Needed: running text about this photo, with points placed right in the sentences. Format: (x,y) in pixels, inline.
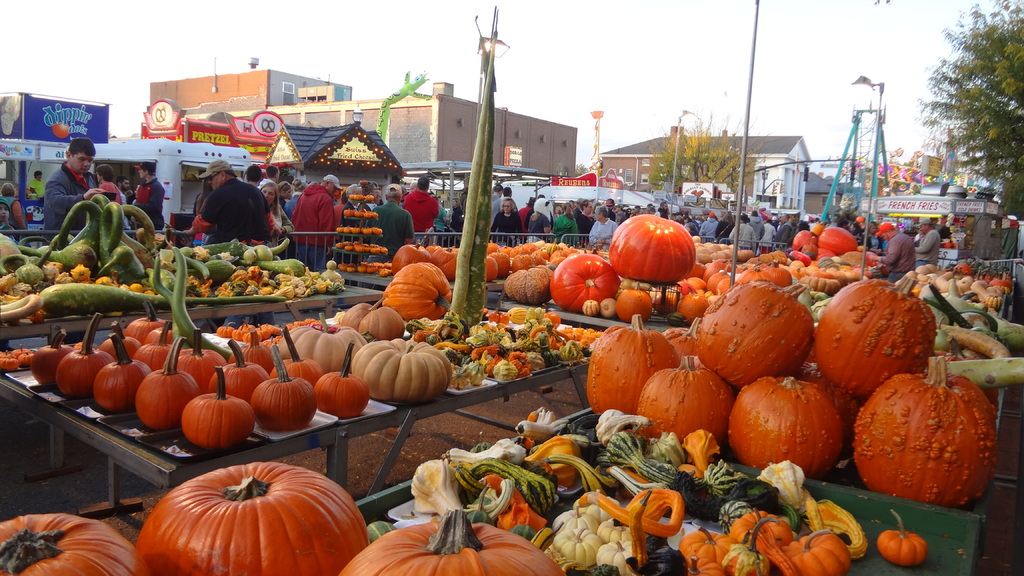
In this picture there are pumpkins (665,275) and vegetables (928,288) on the tables (658,314). At the back (249,190) there are group of people (520,210) behind the railing (230,239) and there are buildings (390,176) and trees (721,153) and poles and there are boards (257,147) on the buildings (294,171) and there is text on the boards (916,197). At the top (548,42) there is sky (569,38). At the bottom (354,451) there is a road (387,446).
